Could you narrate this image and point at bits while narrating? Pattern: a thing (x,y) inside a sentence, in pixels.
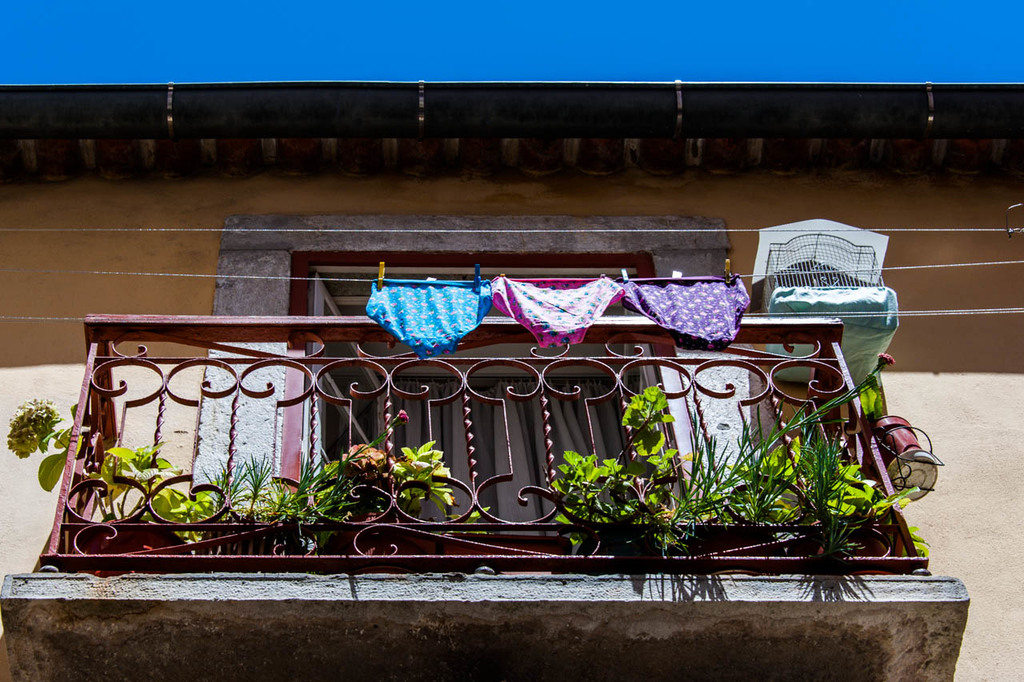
In this picture there is a balcony (556,480) of a building (503,515) which has a fence (456,529) and few plants (699,512) in front of it and there are few inner wear (524,296) attached to the rope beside it.
